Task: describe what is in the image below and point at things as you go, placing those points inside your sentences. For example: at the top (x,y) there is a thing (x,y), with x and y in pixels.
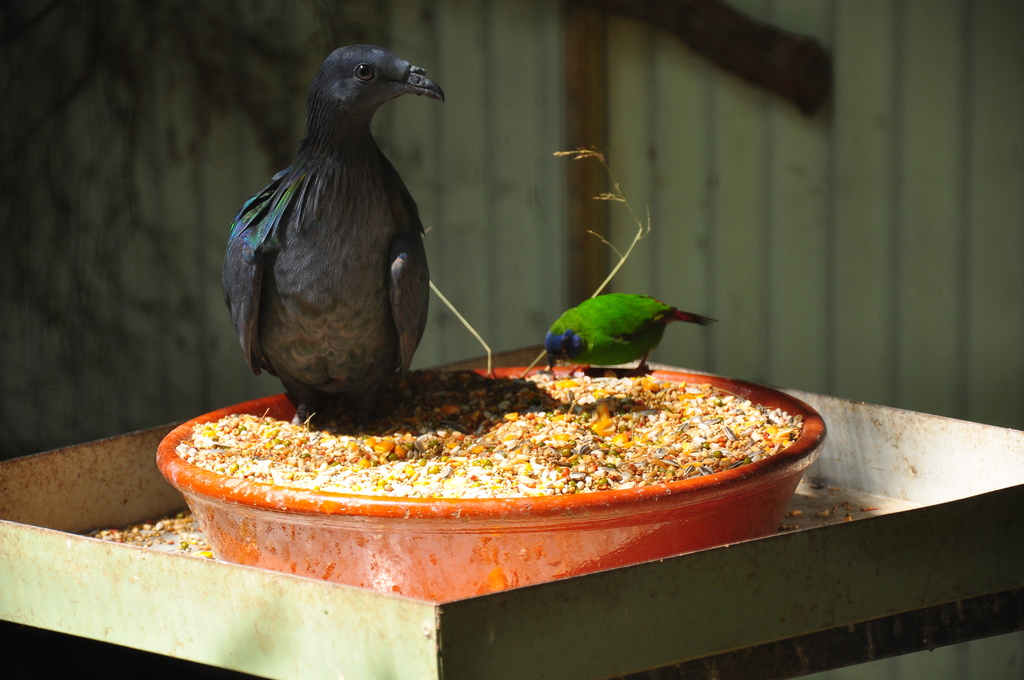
There are two birds (638,370) standing on a bowl (670,375) that is filled with grains (525,400) and the sunlight (241,466) is falling on the birds (361,85).
